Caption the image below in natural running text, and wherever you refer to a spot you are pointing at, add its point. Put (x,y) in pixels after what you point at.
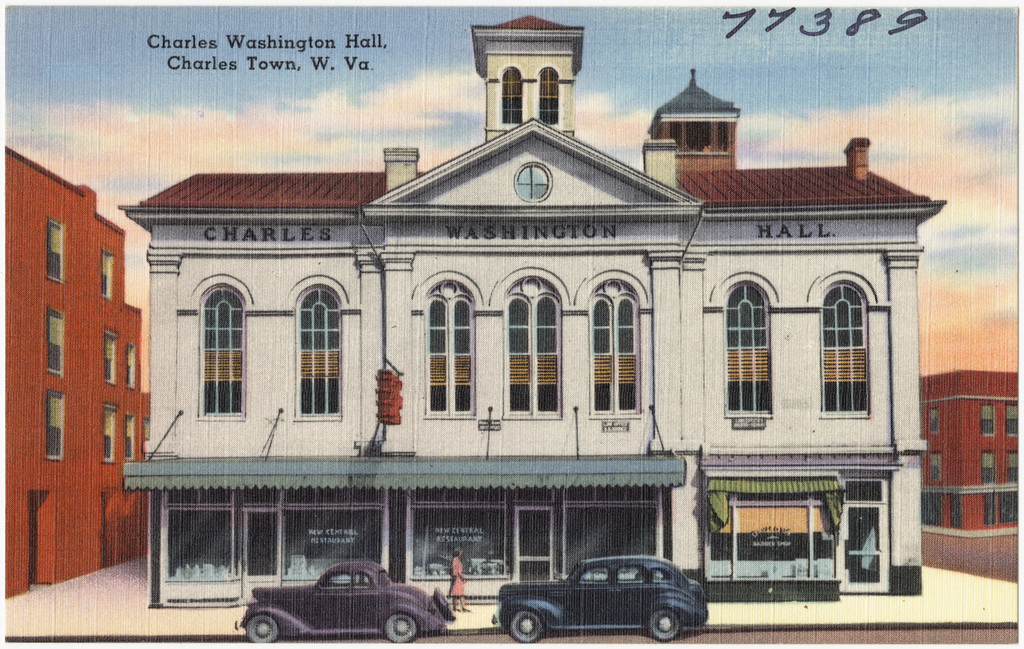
This is an animated image, in this image there are some buildings (494,461) and at the bottom (319,630) there are two cars (435,621) and one person (453,592) is walking on a footpath (458,615). On the top of the image (211,128) there is sky (122,126) and some text (174,42) is written.
